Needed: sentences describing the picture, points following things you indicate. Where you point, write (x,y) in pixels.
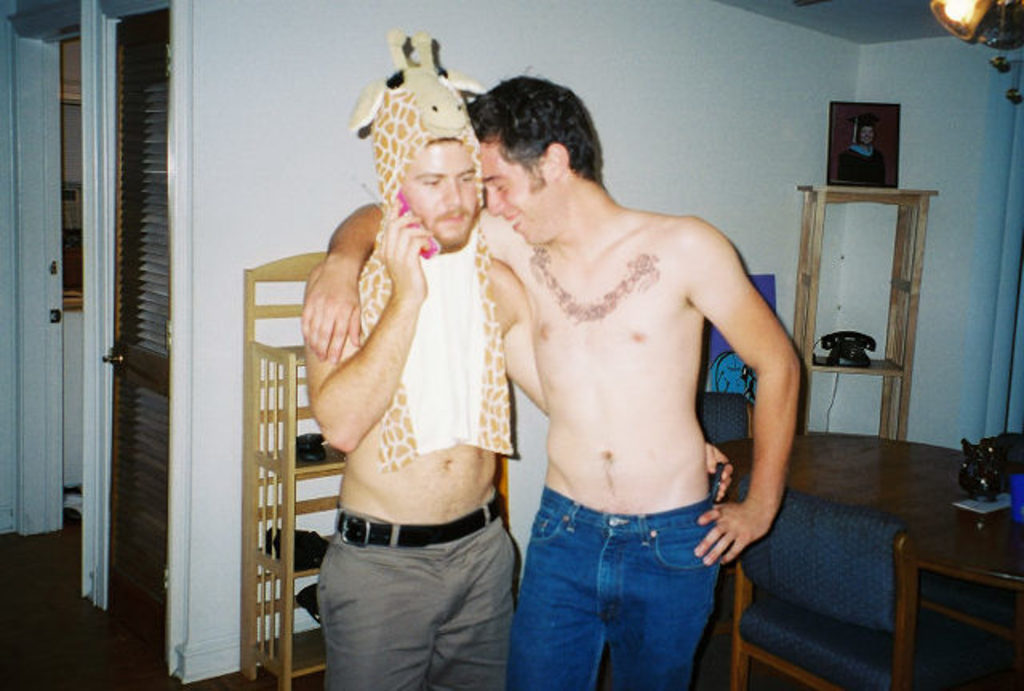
In the picture we can see two men (670,550) are standing together without shirts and one man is talking in mobile phone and one man (679,473) is smiling and behind them we can see a rack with some things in it and beside them we can see a table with a chair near it and behind it we can see a rack (807,211) with telephone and top of it we can see a photo frame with photo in it and besides them we can also see a door (47,223).
